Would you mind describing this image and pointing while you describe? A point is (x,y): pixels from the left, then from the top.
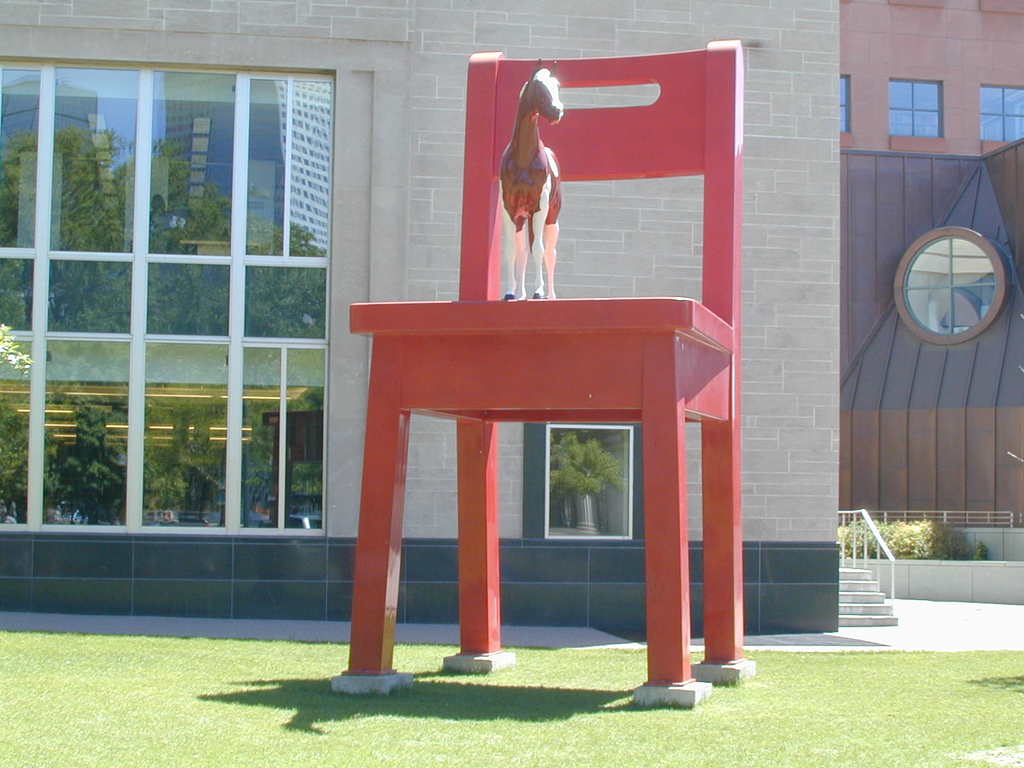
In this image, we can see a toy horse (518,267) on the chair (501,320) and in the background (750,148), there is a building (815,231) and some plants (907,535) and stairs (857,572) are present. At the bottom (198,703), there is ground (174,674).
